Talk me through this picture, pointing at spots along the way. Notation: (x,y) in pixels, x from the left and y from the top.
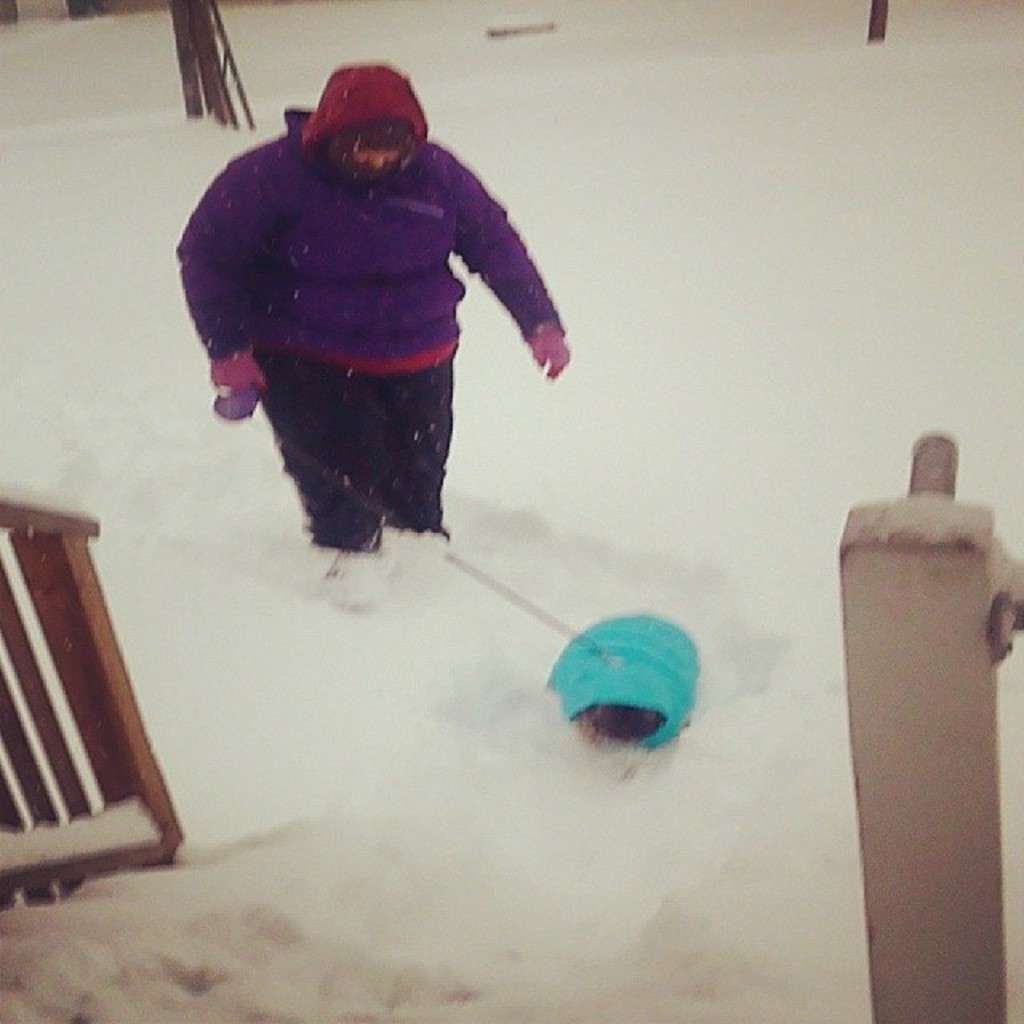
In this picture I can see a human (414,338) and looks like a dog (632,667) on the side and I can see human (231,332) holding the dog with the help of a string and I can see is snow (627,32) on the ground (196,401).
